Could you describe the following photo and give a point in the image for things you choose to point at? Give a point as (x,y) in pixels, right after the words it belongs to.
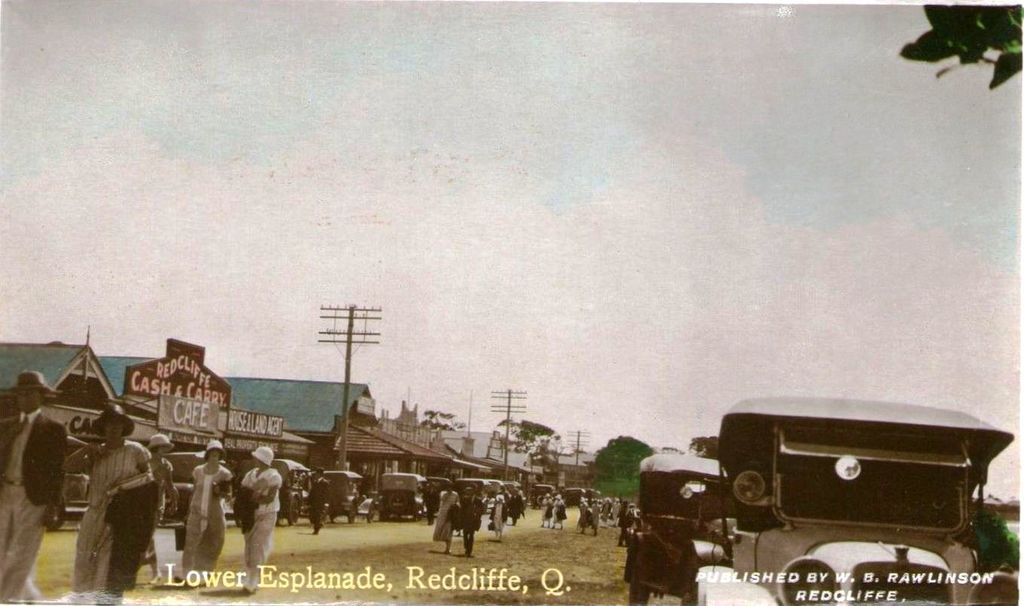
In this image we can see sky (341,109), electric poles (344,407), buildings (352,429), motor vehicles (351,508), trees (622,476) and persons (468,503) on the ground (284,523).
